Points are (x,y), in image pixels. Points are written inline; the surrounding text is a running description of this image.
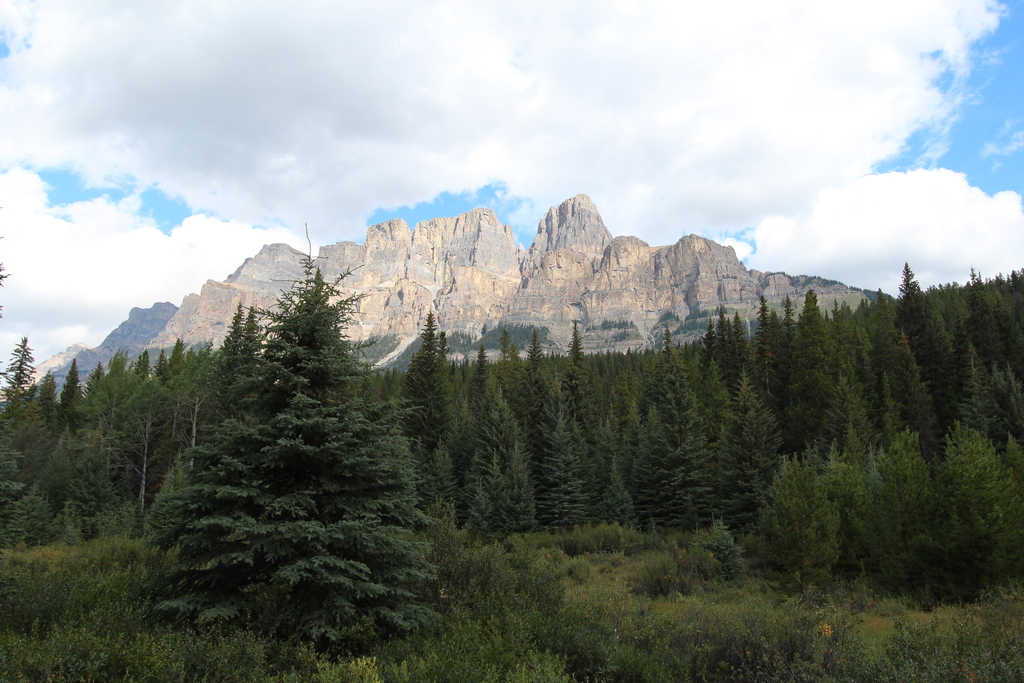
In this picture there is a beautiful view of the mountains (457,303). In the front (510,502) bottom side there are many trees (470,411). On the top (558,80) we can see the sky (661,190).
